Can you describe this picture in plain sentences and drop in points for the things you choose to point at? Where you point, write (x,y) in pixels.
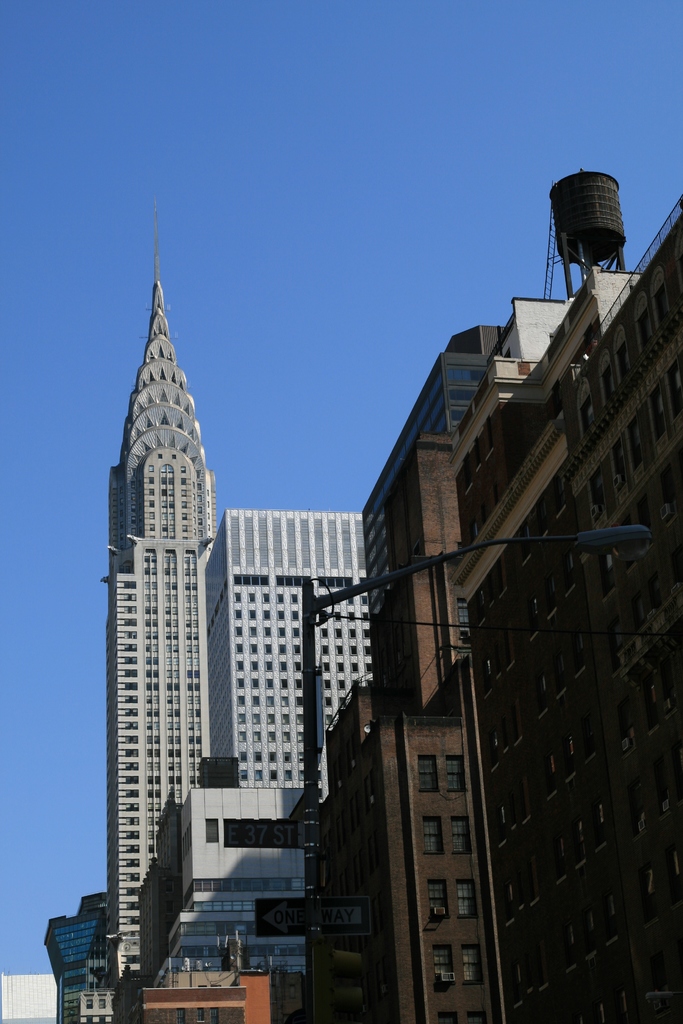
In this image I can see the buildings (449,939) with the windows (457,759) with some text (293,920) written on it. I can see an electric pole (305,614). At the top (290,189) I can see the sky (300,167).
